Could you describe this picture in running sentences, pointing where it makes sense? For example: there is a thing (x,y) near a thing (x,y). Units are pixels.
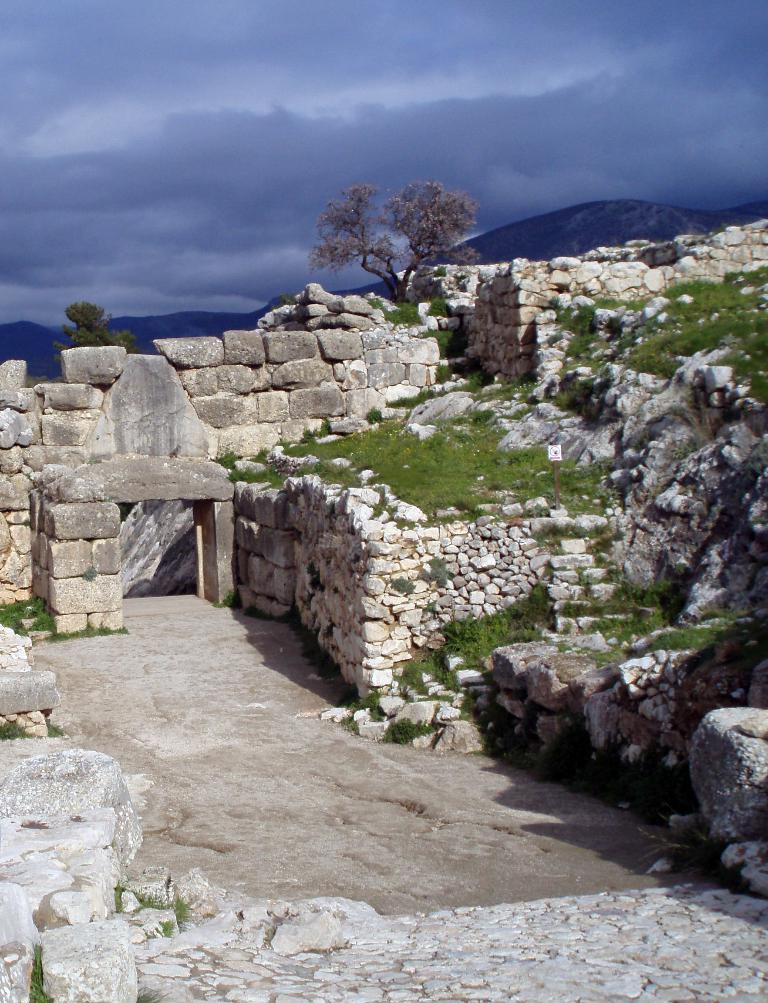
In the image i can see the stones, grass (759,287), trees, mountains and in the background (438,77) i can see the sky (356,81).
